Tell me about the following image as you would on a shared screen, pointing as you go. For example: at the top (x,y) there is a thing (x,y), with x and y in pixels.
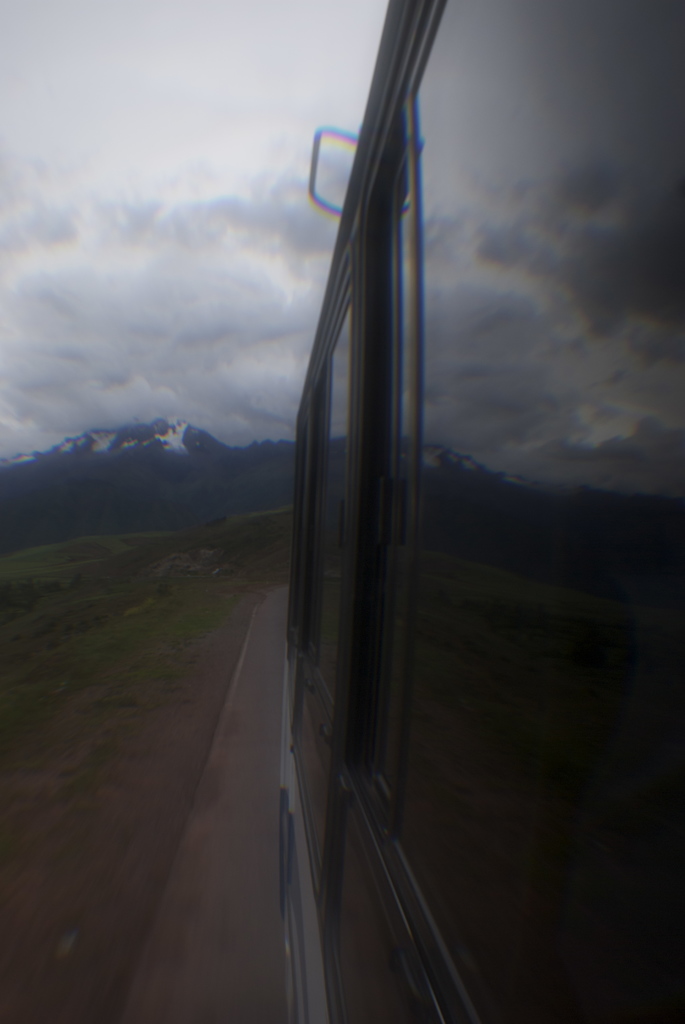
In this image we can see glasses (474,716) of a vehicle (441,705), road (282,962), and grass (166,699). In the background (31,455) we can see a mountain (4,514) and sky (260,208) with clouds (279,340).
